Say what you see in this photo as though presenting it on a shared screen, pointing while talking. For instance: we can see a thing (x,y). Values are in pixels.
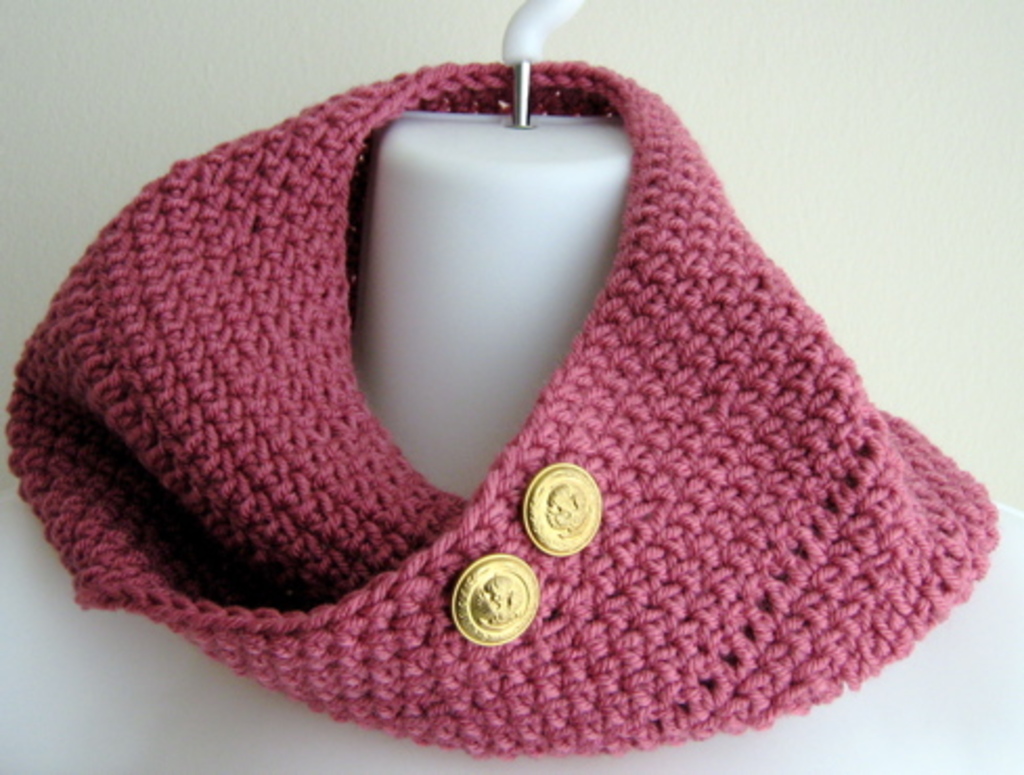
In this picture we can observe a mannequin (411,425). There is a pink color cloth (374,520) around the neck (567,121) of the mannequin (488,265). We can observe two gold color buttons (541,530). The background (107,92) is in white color.
